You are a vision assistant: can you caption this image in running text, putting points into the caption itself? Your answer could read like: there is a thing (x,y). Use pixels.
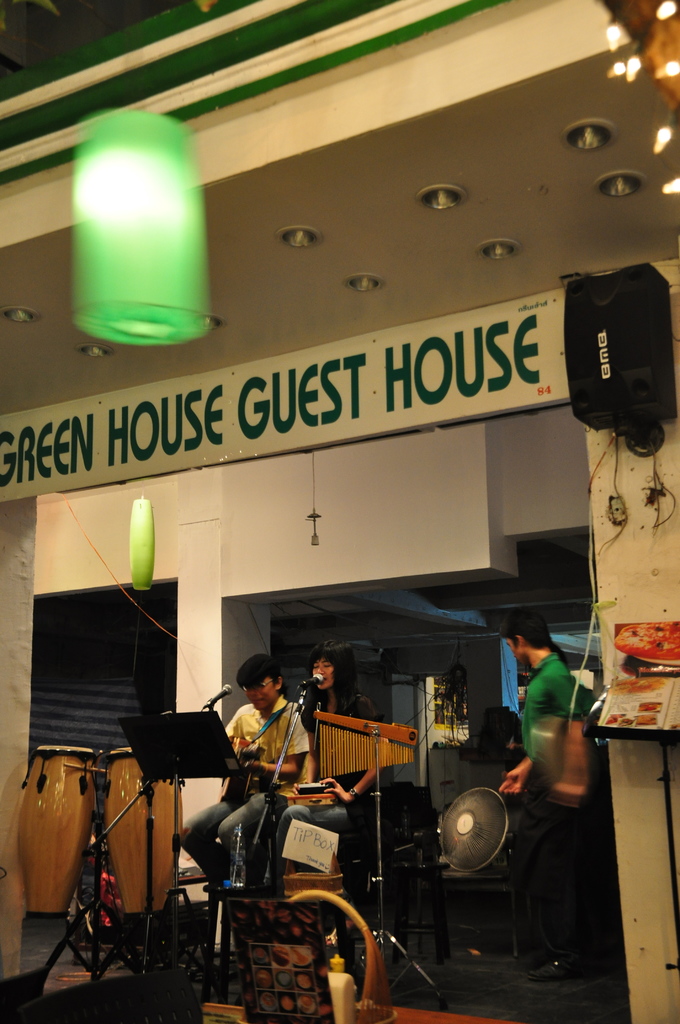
In this image there is a girl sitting on the stool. In front of her there is a mic (221,691). At the top (102,295) there is ceiling (326,315) with the lights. On the right side (497,810) there is a fan (457,804) on the chair (487,870). On the right side (628,384) top there is a speaker (572,362). On the left side (46,832) there are drums (58,852).
